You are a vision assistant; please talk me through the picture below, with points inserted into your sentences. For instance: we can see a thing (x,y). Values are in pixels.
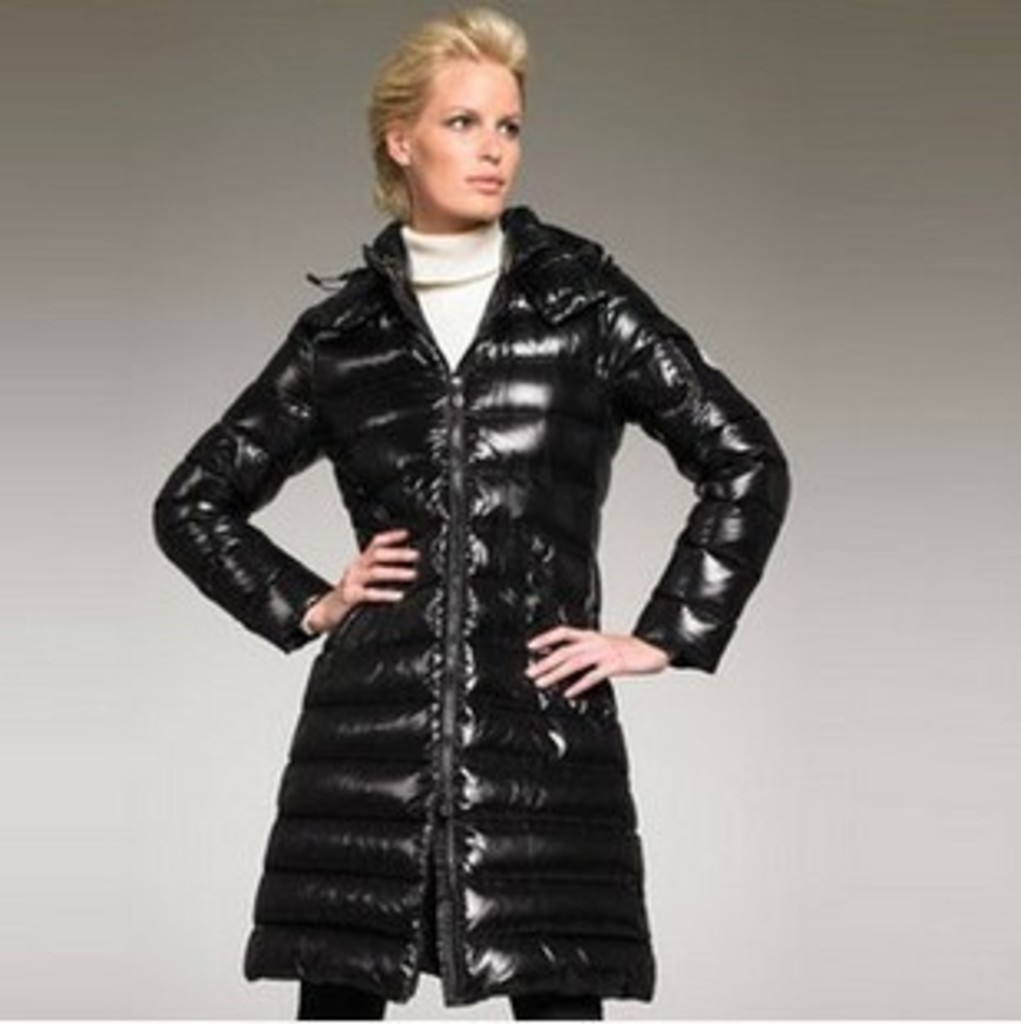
In this image we can see a person (598,577) standing and wearing a black color jacket (407,482) and posing for a photo.
